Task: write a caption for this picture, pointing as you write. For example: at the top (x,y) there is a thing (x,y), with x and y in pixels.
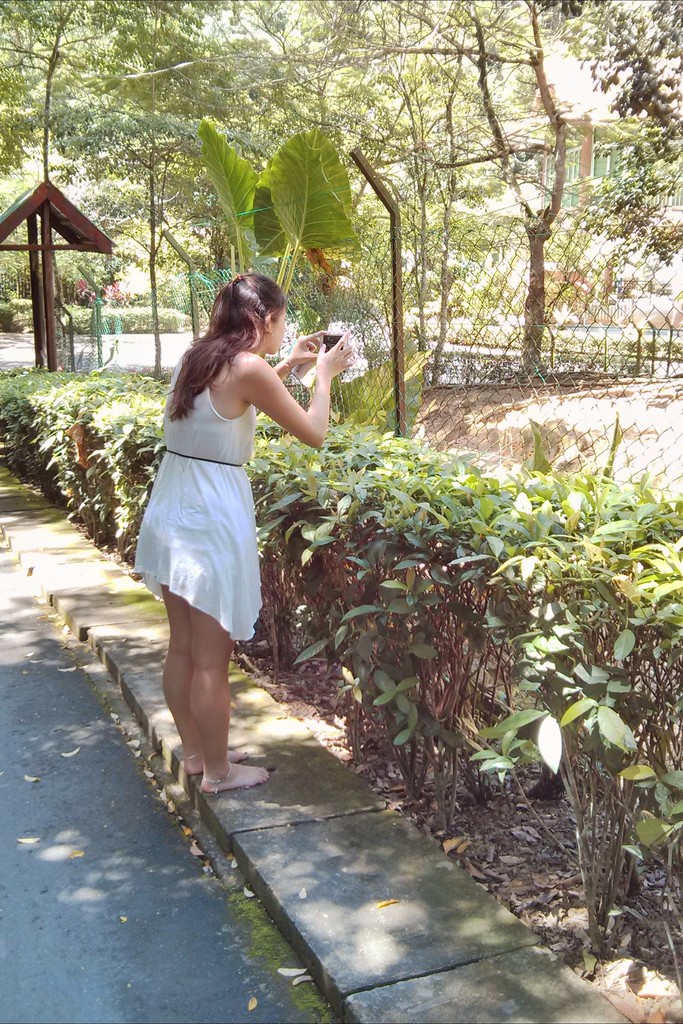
In this image I can see the person (188,487) standing and wearing the white color dress (173,434) and holding the camera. To the side of the person (280,421) I can see many plants (405,506) and railing (403,371). In the background (38,287) I can see poles (42,232) and many trees (347,91).
